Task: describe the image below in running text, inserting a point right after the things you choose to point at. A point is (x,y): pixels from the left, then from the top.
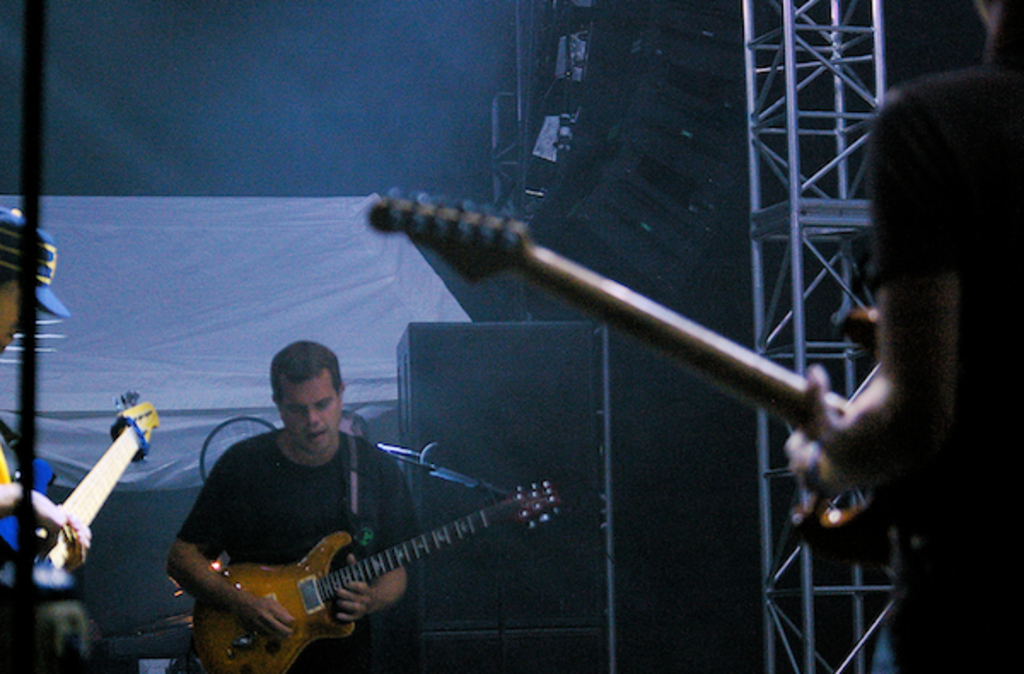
three persons (302,356) are playing guitar (445,251).
